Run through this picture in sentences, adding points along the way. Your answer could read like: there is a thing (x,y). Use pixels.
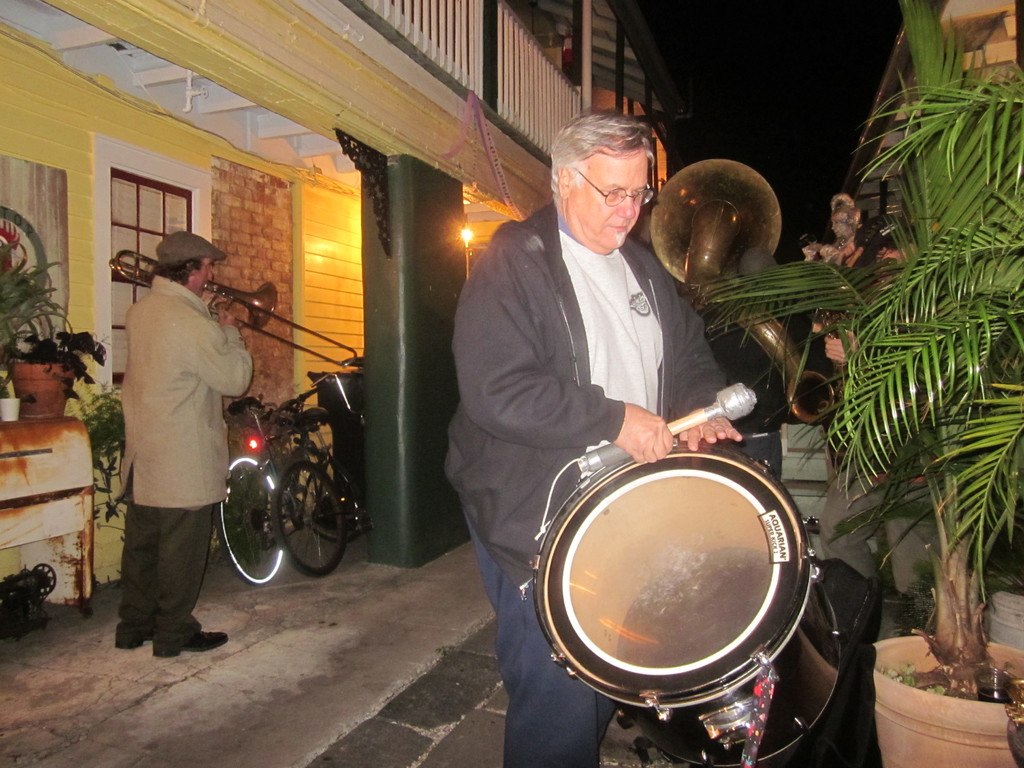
In this image we can see a person (577,450) holding drum (701,569) and stick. Near to him there is a pot (934,698) with a plant (944,669). On the left side (185,434) there is a person (178,362) wearing cap (174,257). He is playing a musical instrument (251,303). Near to him there is a building (142,186) with windows (139,193), pillar (399,207) and railings (459,43). There is a light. Also there is a pot (57,374) with a plant (39,354) on a stand (37,474). In the back (819,246) there is a statue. In the background (801,83) it is dark.
